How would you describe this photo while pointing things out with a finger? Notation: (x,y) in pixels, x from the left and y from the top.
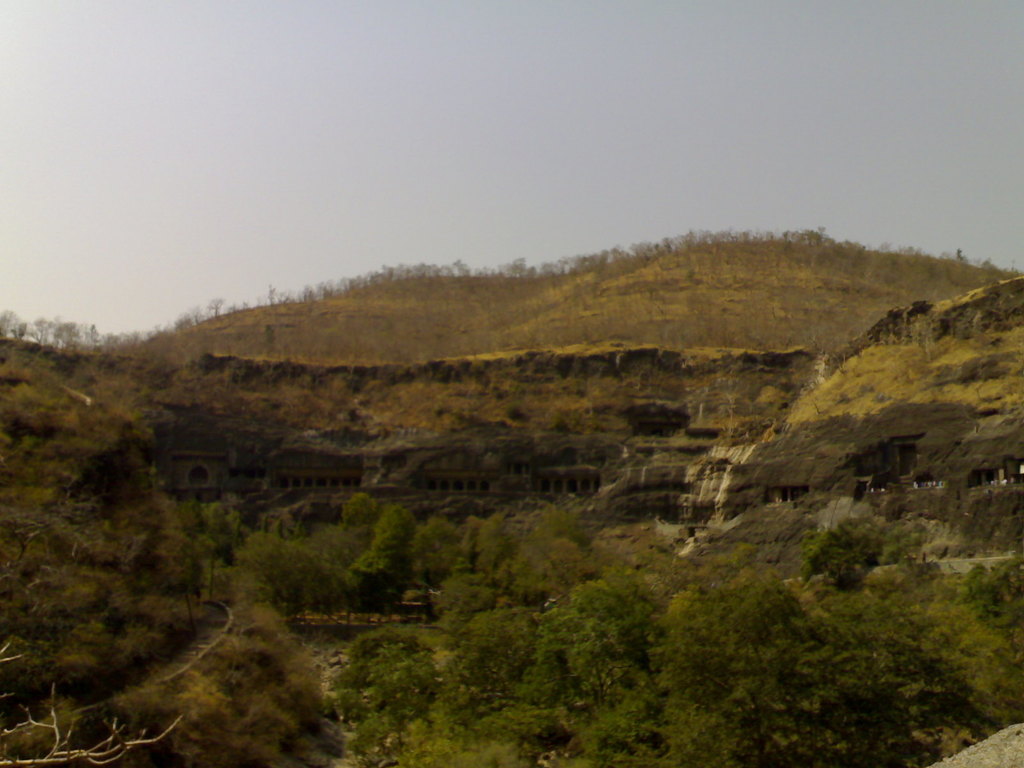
In this image we can see a building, a group of trees (660,591), the hills (675,553) and the sky (461,216) which looks cloudy.
